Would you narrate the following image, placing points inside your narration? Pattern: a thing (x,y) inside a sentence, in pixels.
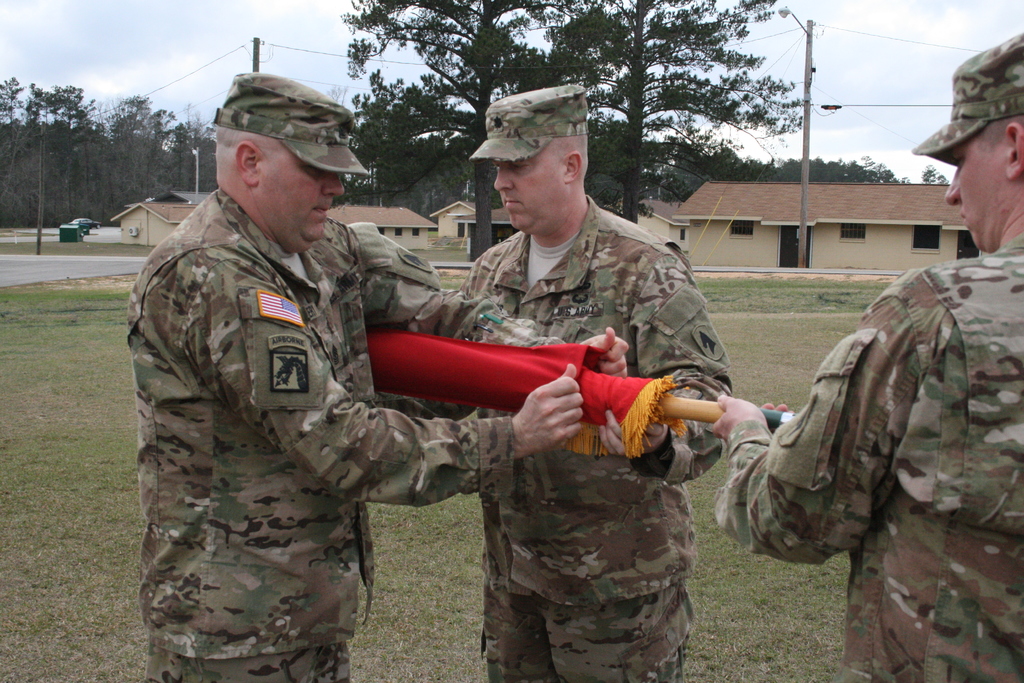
In this image we can see a grassy land (113,384). There is few houses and a road (67,268) in the image. There are three persons (504,469) holding some object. There are many trees (66,134) in the image. There is a street light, electrical pole (805,85) and few cables (818,112) connected to it
